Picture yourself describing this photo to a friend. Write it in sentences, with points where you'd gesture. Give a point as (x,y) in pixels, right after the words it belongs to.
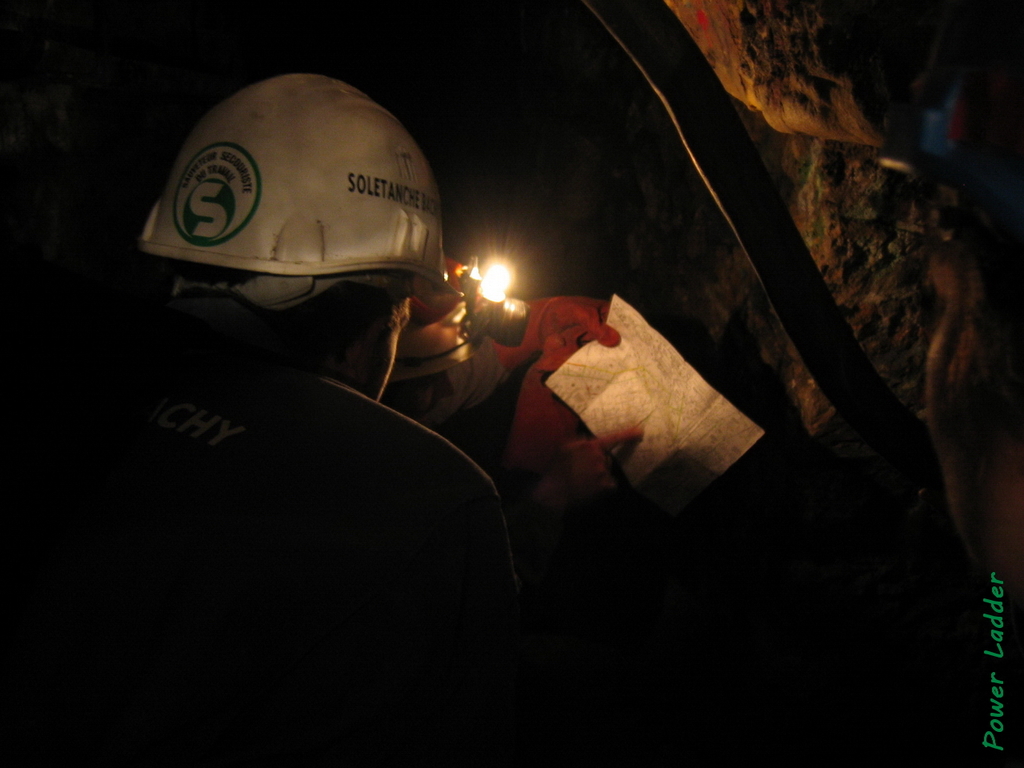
In the picture I can see two men (250,467) and looks like they are in the cave (99,247). There is a man (273,590) on the left side (188,309) and there is a helmet (327,270) on his head (373,286). I can see another man (559,317) and he is holding a piece of paper (624,371) in his hands (592,456).
